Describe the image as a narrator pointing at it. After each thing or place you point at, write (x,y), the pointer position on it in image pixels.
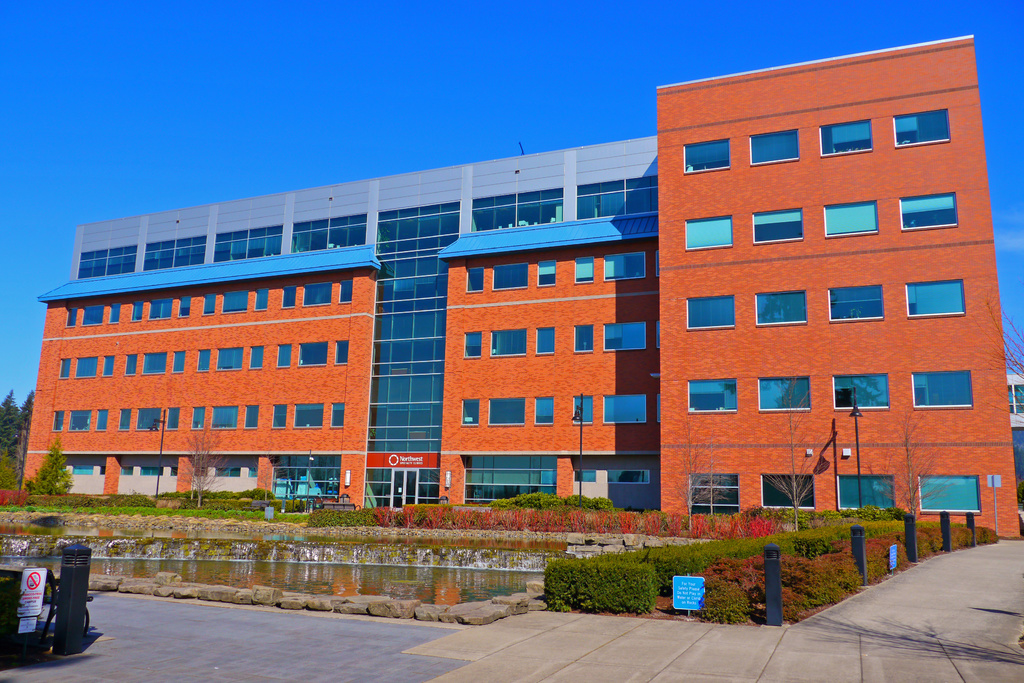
In the picture we can see walkway (707,648), water (410,577), there are some plants (498,527) and in the background of the picture (487,358) there is building (438,235) and there is clear sky (362,109).
